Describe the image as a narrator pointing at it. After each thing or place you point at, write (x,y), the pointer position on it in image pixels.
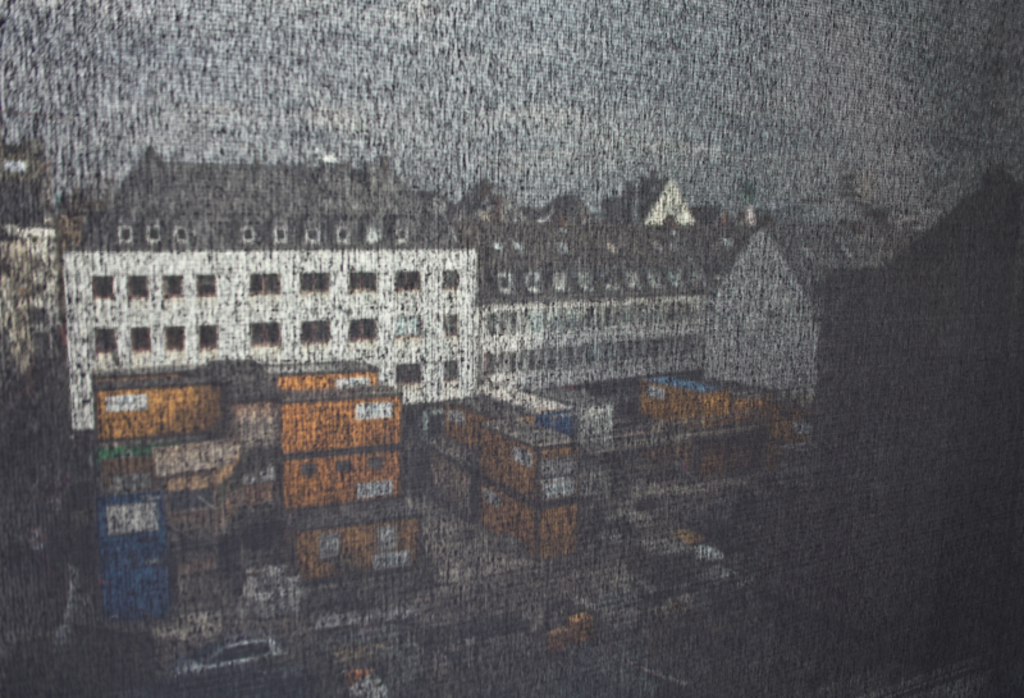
In this picture we can see buildings (962,306), roads (442,608) and cars (234,660).
